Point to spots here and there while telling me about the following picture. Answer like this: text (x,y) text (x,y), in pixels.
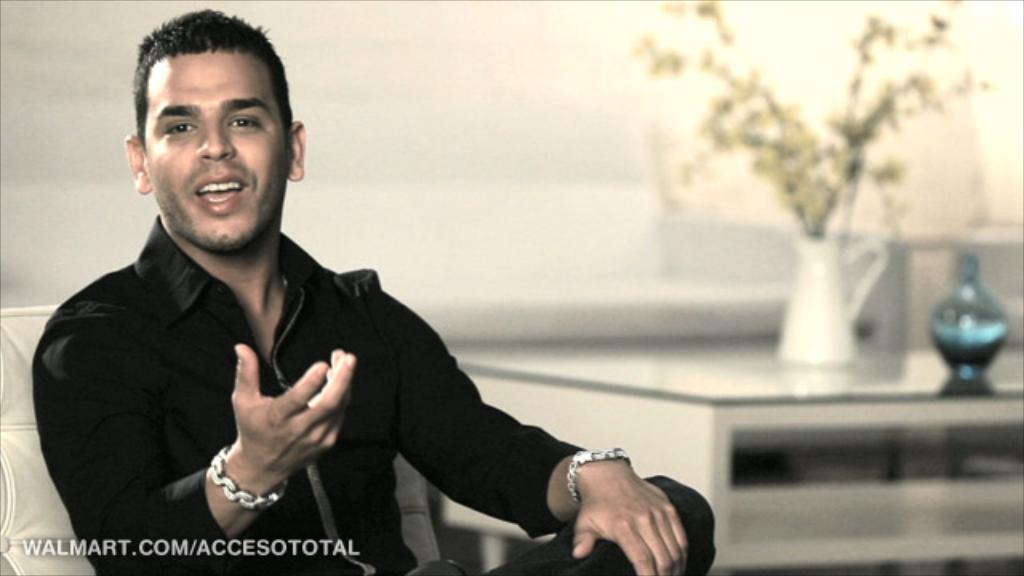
In this picture we can observe a person (241,360) sitting in the white color chair (24,499). He is wearing black color shirt (287,366). We can observe a watermark (155,549) on the left side (157,540). On the right side (706,393) there is a table (722,384) on which we can observe a white color flower vase (813,279) and a blue color jar (950,341). In the background (516,173) there is a wall (443,184).
